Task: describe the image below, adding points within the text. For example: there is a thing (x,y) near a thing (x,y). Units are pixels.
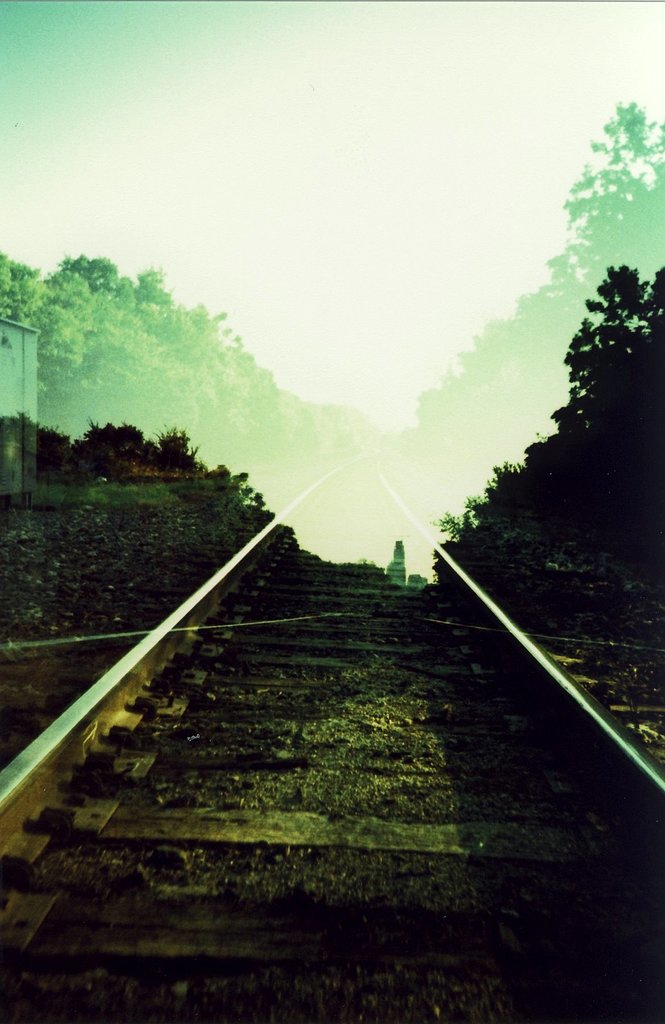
This is an edited image, we can see on the path (334,687) there is a railway track (310,785) and on the left (198,402) and right side of the railway track (342,610) there are trees (257,410).
